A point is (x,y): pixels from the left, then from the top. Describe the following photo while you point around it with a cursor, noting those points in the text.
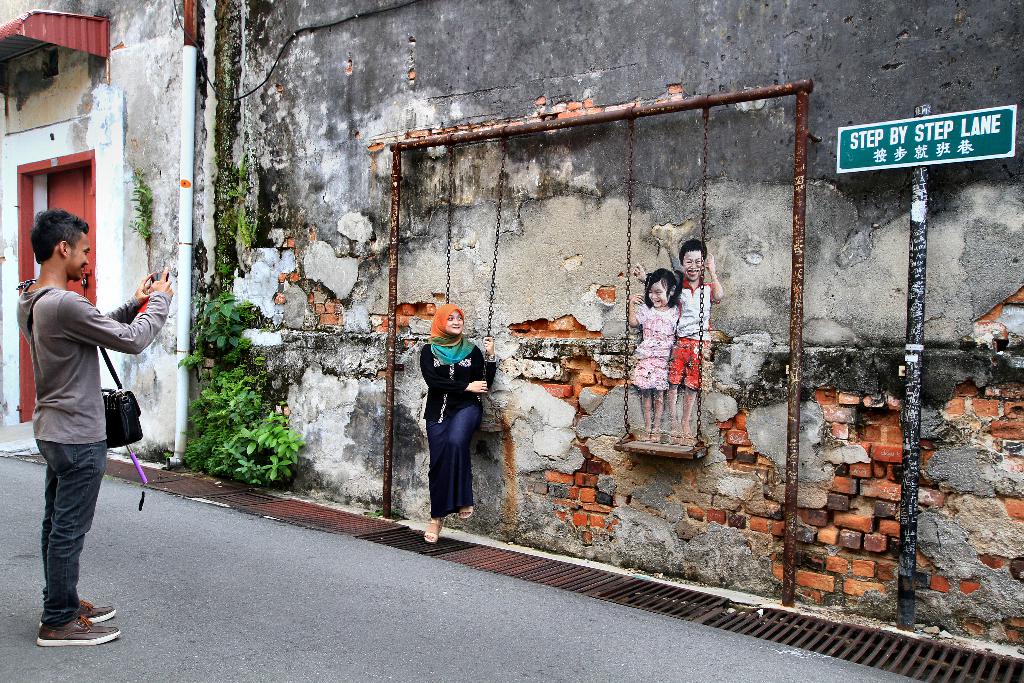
On the left side of the image (57,335) there is a man (45,377) standing and he wore a bag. He is holding an object (155,284) in his hand (144,292). In front of him there is a wall (782,497) with paintings (664,293) of two kids (658,328). In front of the wall (783,170) there are poles (792,561) with cradles (688,449). There is a lady (457,394) sitting on the cradle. On the right side of the image (921,365) there is a pole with a sign board (856,156). And also there are leaves (223,372). On the left side (95,179) corner of the image beside the man (85,225) there is a door (26,219) and also there is a roof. And on the side of the road (118,478) there is a drainage grill (152,474).
